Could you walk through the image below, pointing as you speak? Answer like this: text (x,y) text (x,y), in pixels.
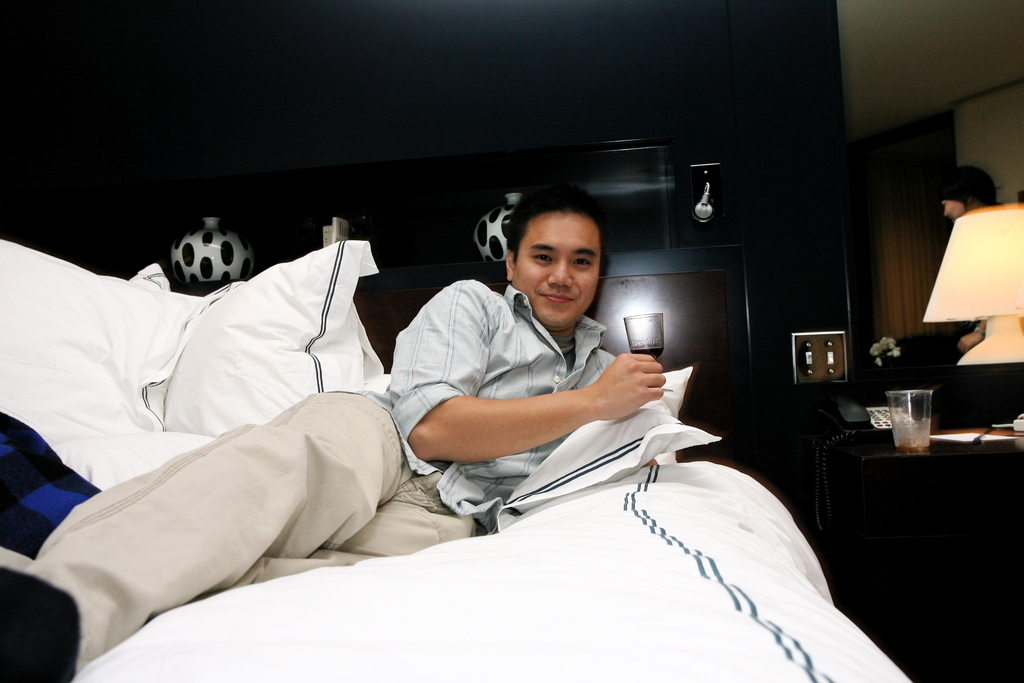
This picture shows a man (505,456) laying on the bed (622,310) and we see several pillows (176,327) and a bed lamp (966,225) and a glass (919,420) on the table (936,443).
